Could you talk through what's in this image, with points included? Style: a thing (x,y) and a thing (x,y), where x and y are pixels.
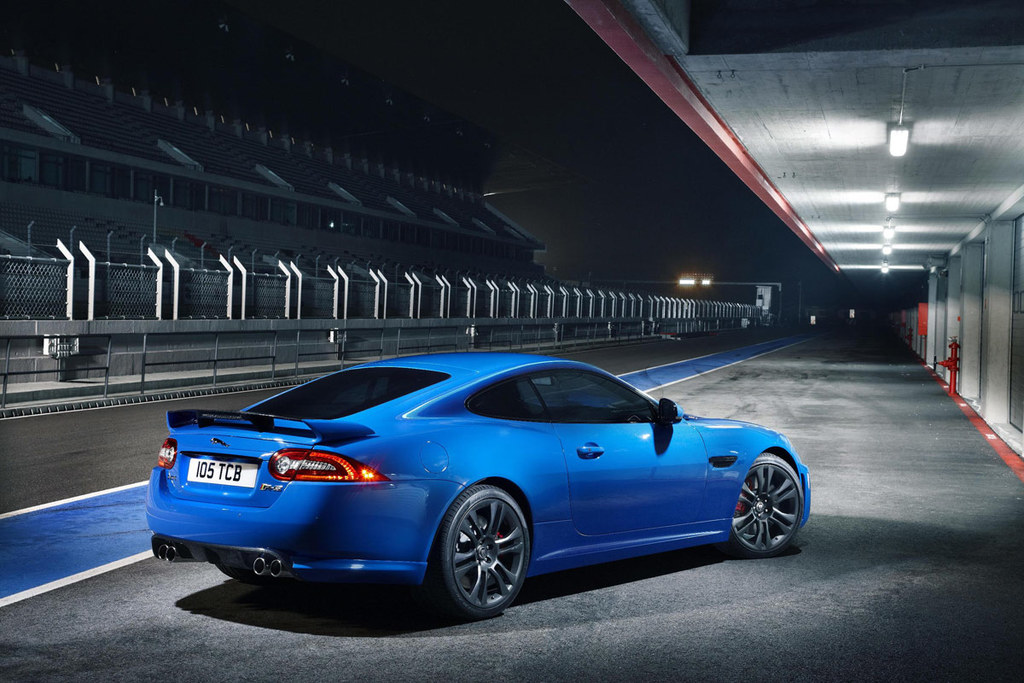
This image is taken outdoors. At the bottom of the image (353,631) there is a road (844,439). In the middle of the image (461,368) a car (364,442) is parked on the road (850,519). On the left side of the image (129,304) there is a sidewalk (97,377) and there is a railing (327,286) and there is a building (210,201). On the right side of the image (832,128) there is a roof (881,207) with a few lights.
